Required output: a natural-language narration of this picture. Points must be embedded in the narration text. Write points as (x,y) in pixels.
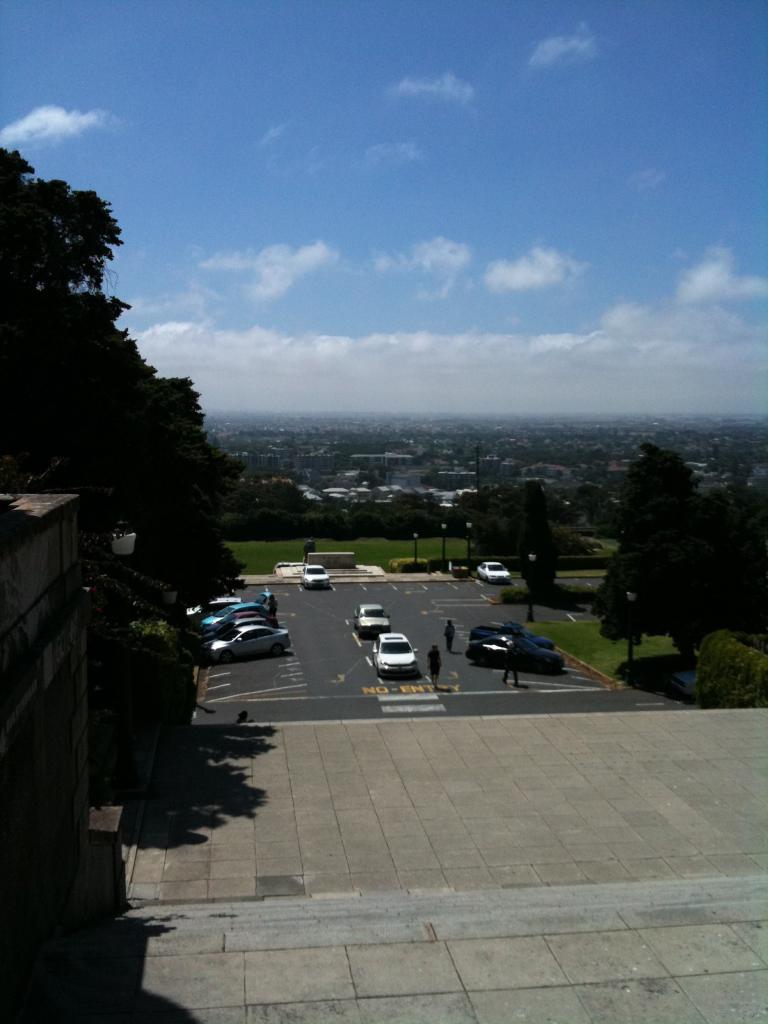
In this picture we can see the top view of the car parking area (333,646) with some cars (275,639). On the left side (150,545) there are some trees (112,403). In the background (319,453) we can see some houses (374,433). On the top (325,253) there is a sky (303,247) and clouds (441,263).
